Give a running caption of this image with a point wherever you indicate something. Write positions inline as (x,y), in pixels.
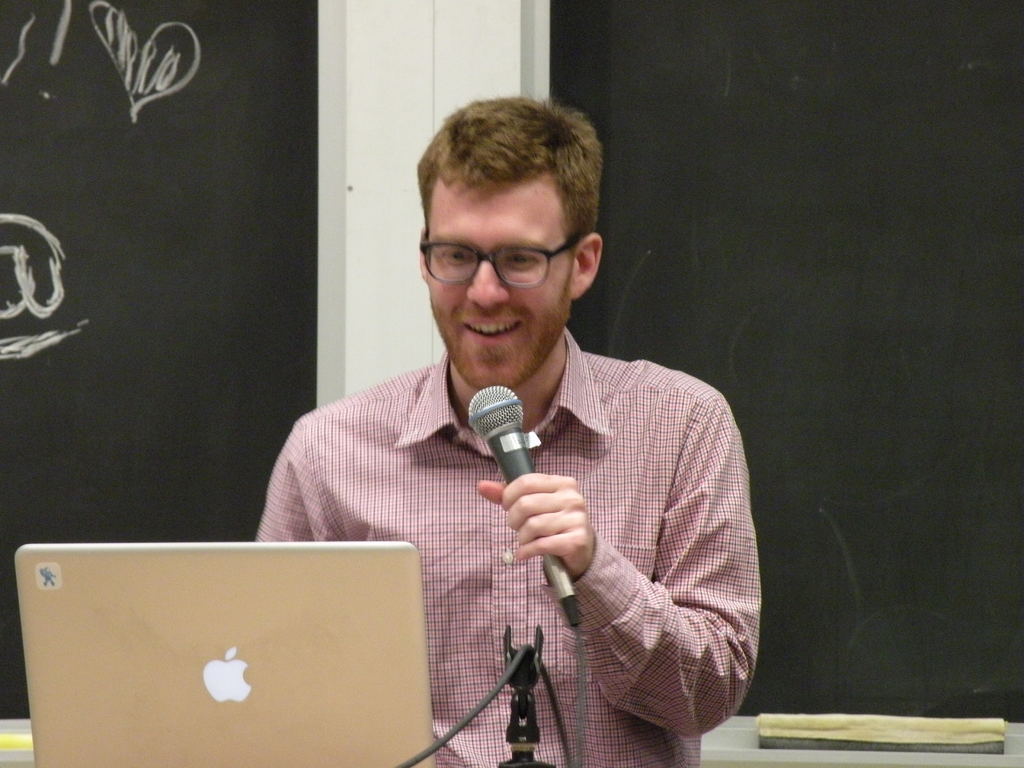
This is a picture of a man (637,541), the man (597,545) is holding the microphone (508,474) and looking into his laptop (189,650). The Background of the person (440,400) is a blackboard (153,112).
